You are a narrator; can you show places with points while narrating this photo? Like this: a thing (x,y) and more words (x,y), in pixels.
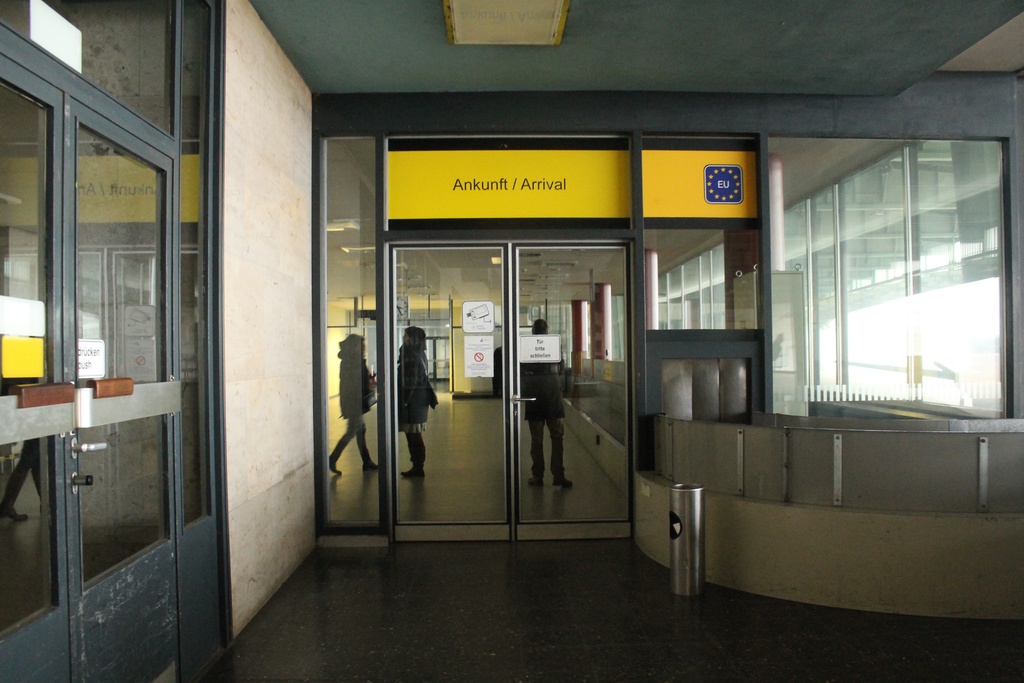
In the foreground of this image (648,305), there is an entrance (556,375) and on the right side of the image (782,514), there is a cabin (783,521) and bollard (693,503) on the surface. On the left side of the image (57,344), there is another entrance (90,431). In the background (535,430), we can see few persons (412,345) behind the door (550,306).
